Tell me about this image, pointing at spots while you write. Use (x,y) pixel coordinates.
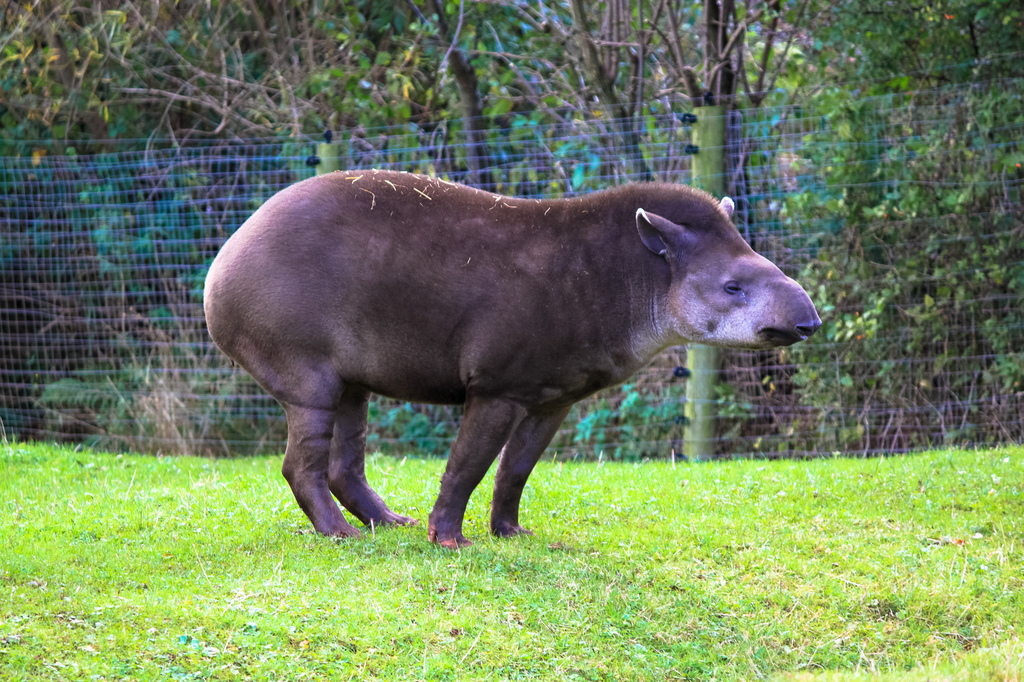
In this picture I can observe an animal (397,317) standing on the ground (421,481) in the middle of the picture (471,295). I can observe some grass (337,566) on the land (298,554). In the background (73,296) I can observe fence (708,158) and some trees (443,88).
